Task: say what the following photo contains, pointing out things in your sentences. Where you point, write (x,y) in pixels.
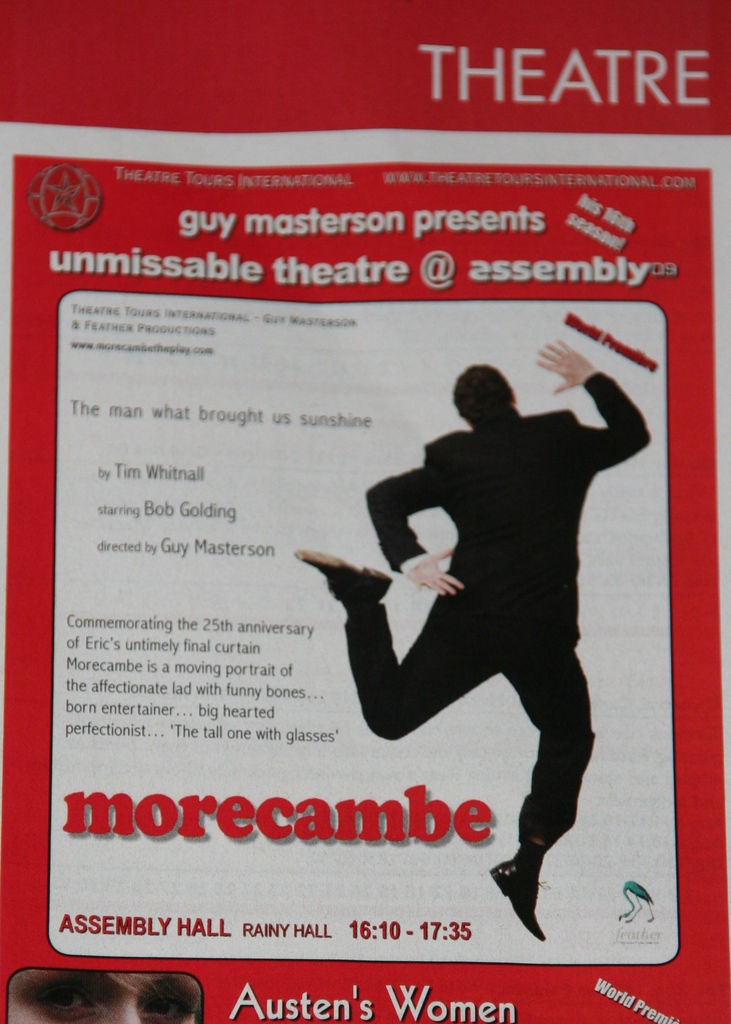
In this image we can see an advertisement (197,757). On the right side of the image (509,591) we can see a person (481,577). On the left side of the image (236,693) there is a text (399,816).
